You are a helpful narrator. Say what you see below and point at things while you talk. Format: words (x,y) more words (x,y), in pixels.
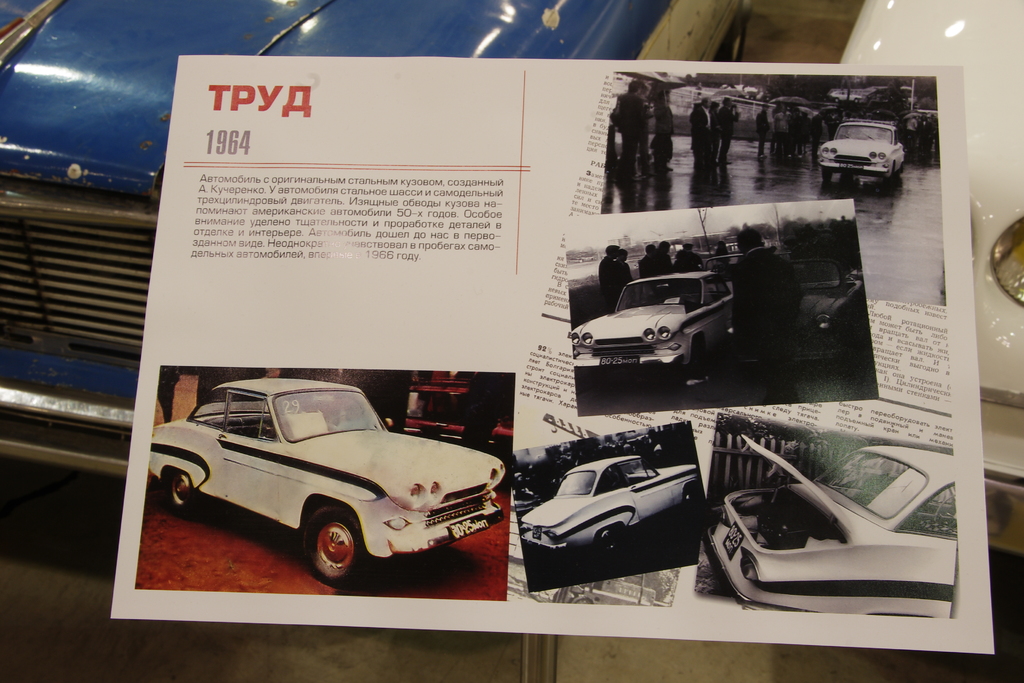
In this image we can see there is a vehicle (572,39), beside that there is an object (992,341). In the foreground of the image (330,239) there is a poster (263,247) with some images (724,316) of a car (631,280) and some text (407,238) on it.
